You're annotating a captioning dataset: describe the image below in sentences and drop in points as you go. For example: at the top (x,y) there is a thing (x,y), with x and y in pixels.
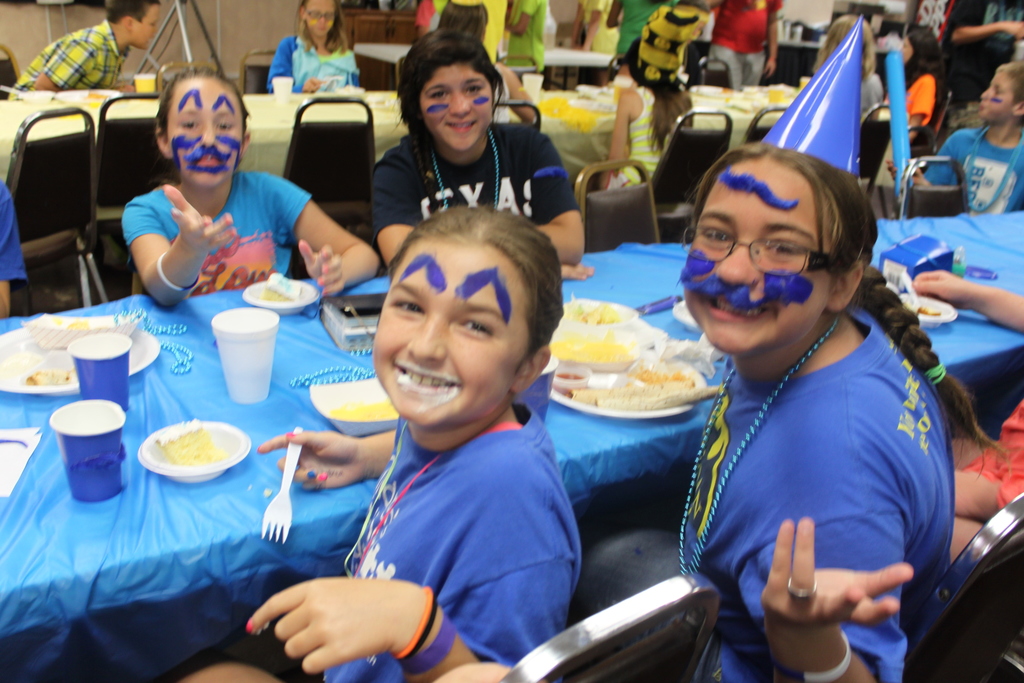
In this image there are group of people (548,247) sitting on dining table (666,425) these four persons (544,327) are facing their faces (415,298) towards the camera and having smiling on their face (469,294) this girl (745,346) in front of this girl (704,421) there is plate (614,385) with food (631,387) this girl (464,419) is holding a fork (288,468) in her hand (297,443) on the table (234,414) there are glasses (248,354), bowls (223,441), plates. In the background (530,31) we can see some people (608,15) standing.
